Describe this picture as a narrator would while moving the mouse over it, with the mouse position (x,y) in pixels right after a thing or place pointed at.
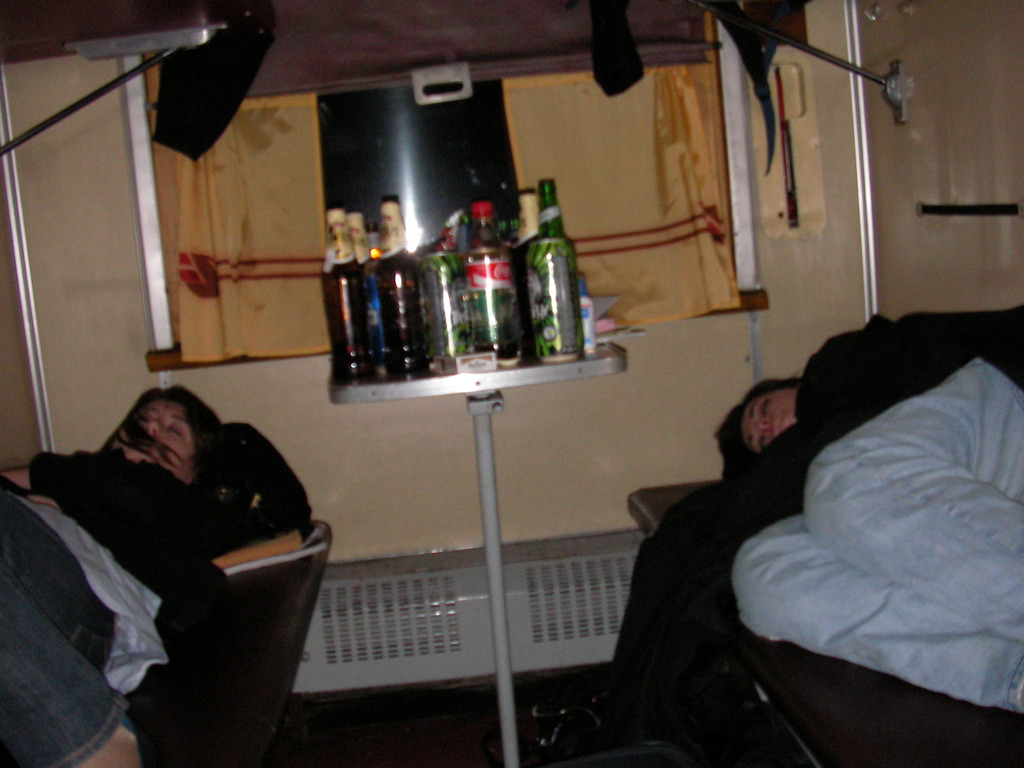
This image is clicked in a train (204,677). There are two women (931,551) sleeping. In the middle (506,382) there is a stand (376,391) on which there are beer bottles (414,358). In the background (197,306), there is a window (142,192), and a yellow curtain (566,153).
